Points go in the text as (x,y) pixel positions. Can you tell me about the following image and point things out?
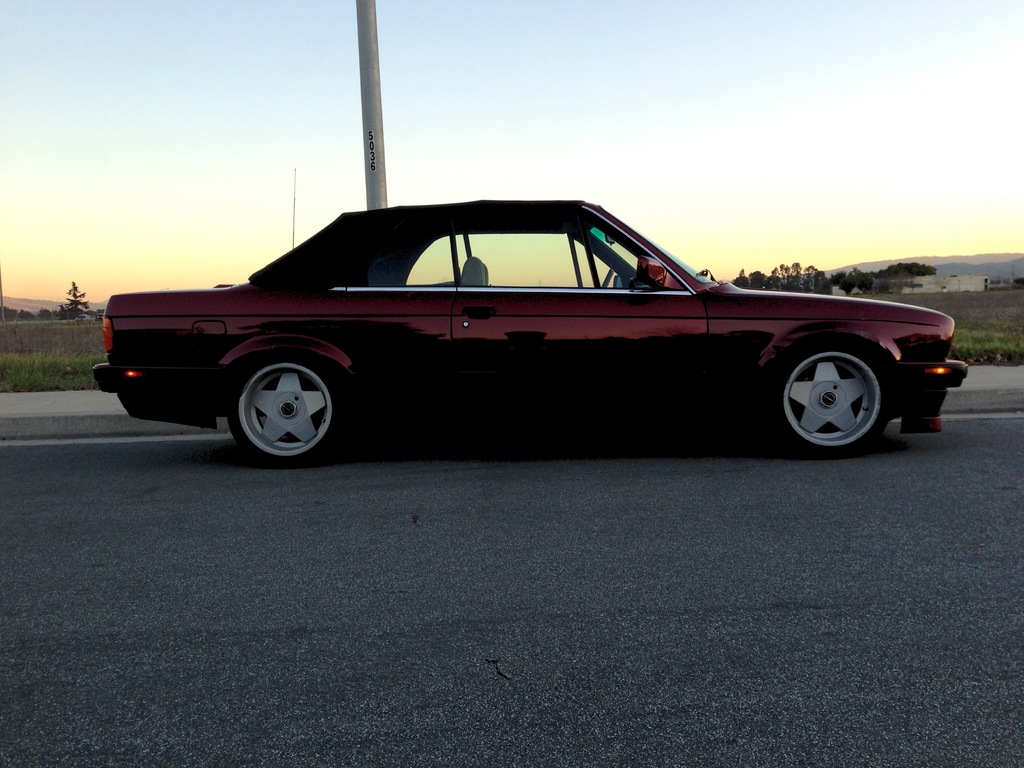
In this image I can see a car (577,348) on the road (436,492). In the background (384,187) I can see a pole (362,84), trees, the grass (78,344) and the sky (162,200).
